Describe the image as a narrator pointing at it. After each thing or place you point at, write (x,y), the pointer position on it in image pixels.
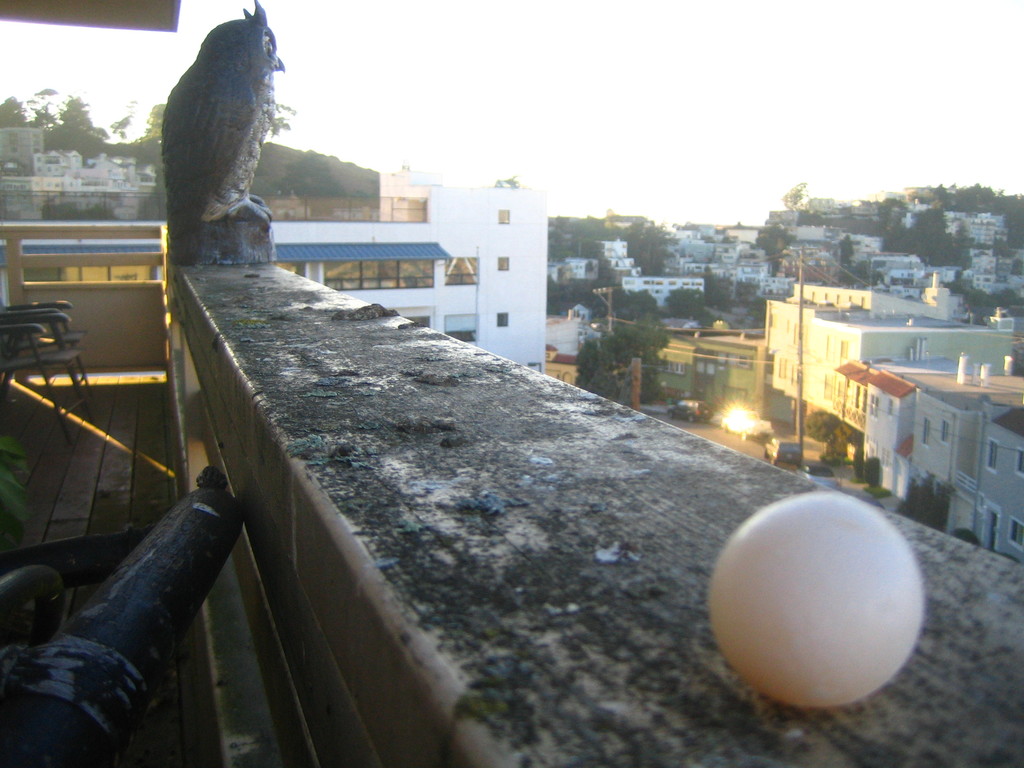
This picture is clicked outside the city. In front of the picture, we see a white ball (787,609). Beside that, we see a statue (272,259) of the bird (205,124) is placed on the wall (282,408). Beside that, there are chairs (70,304). On the right side (891,386), we see buildings (823,371) and poles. We see cars (730,423) moving on the road (717,418). There are trees (651,382) and buildings (544,260) in the background (131,175). At the top of the picture (289,51), we see the sky (486,173). In the left bottom of the picture (54,711), we see a black color thing (161,607).
